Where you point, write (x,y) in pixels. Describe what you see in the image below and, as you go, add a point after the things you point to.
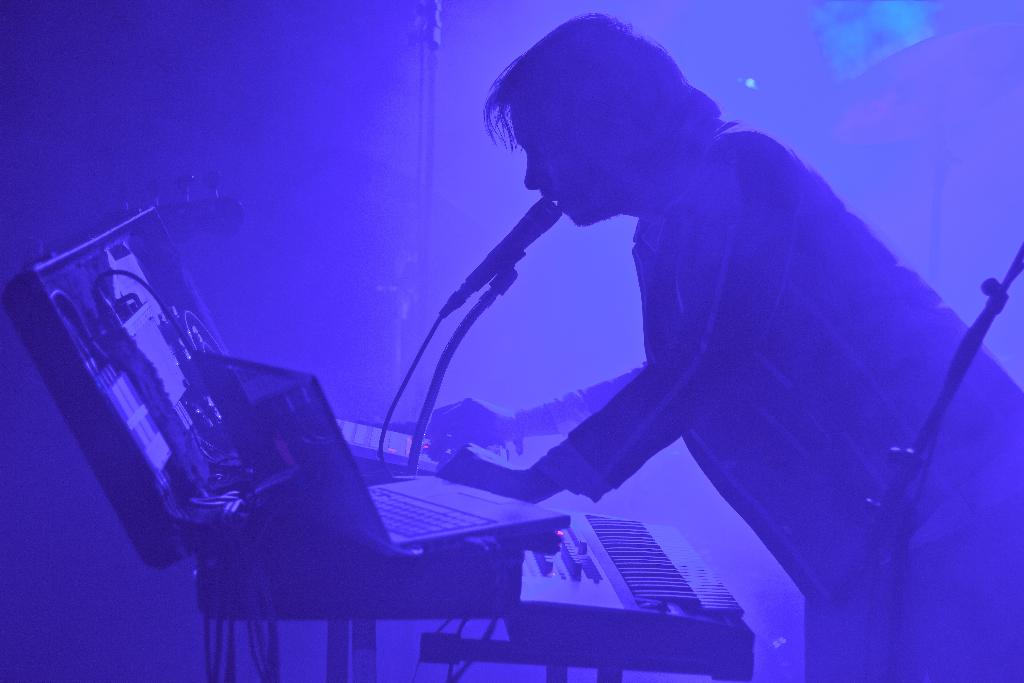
This image is taken indoors. On the right side of the image (889,356) there is a mic (977,337) and a man (672,231) is standing and playing keyboard (559,550). In the middle of the image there is a keyboard (561,601). There is a table (369,576) with a laptop (430,528), a mic (521,231) and a device (219,458) on it.
